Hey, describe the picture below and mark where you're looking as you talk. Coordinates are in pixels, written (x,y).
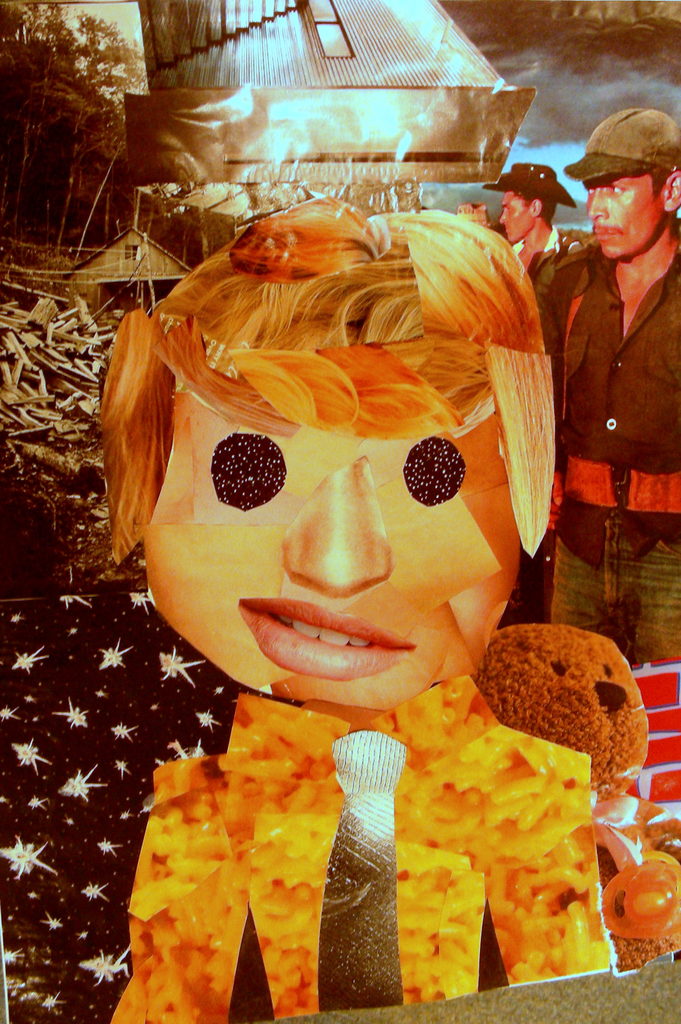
In this image we can see a poster (551,111) of few people (592,388), a cartoon picture (386,568) of a person (425,767), a toy (630,743), trees (86,181) and few other objects (428,160).
